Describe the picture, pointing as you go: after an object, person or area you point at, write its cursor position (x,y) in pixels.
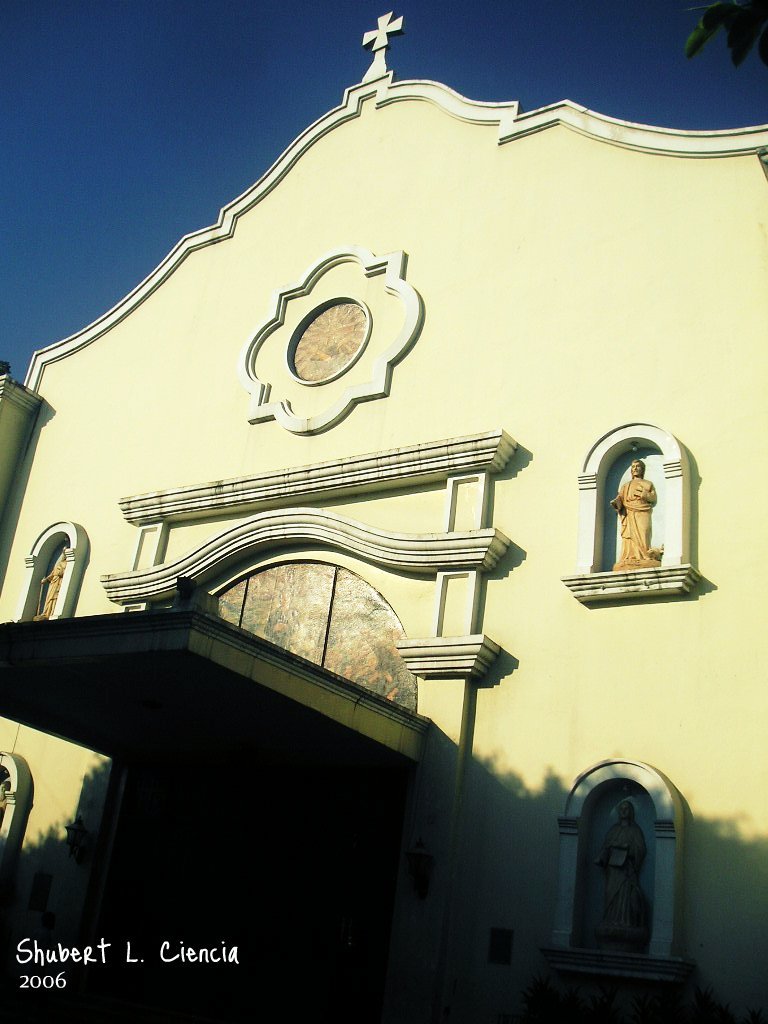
In this image, there is a church (346,113) contains sculptures (635,522) on the wall (56,535). There is a sky (443,54) at the top of the image (446,43).
